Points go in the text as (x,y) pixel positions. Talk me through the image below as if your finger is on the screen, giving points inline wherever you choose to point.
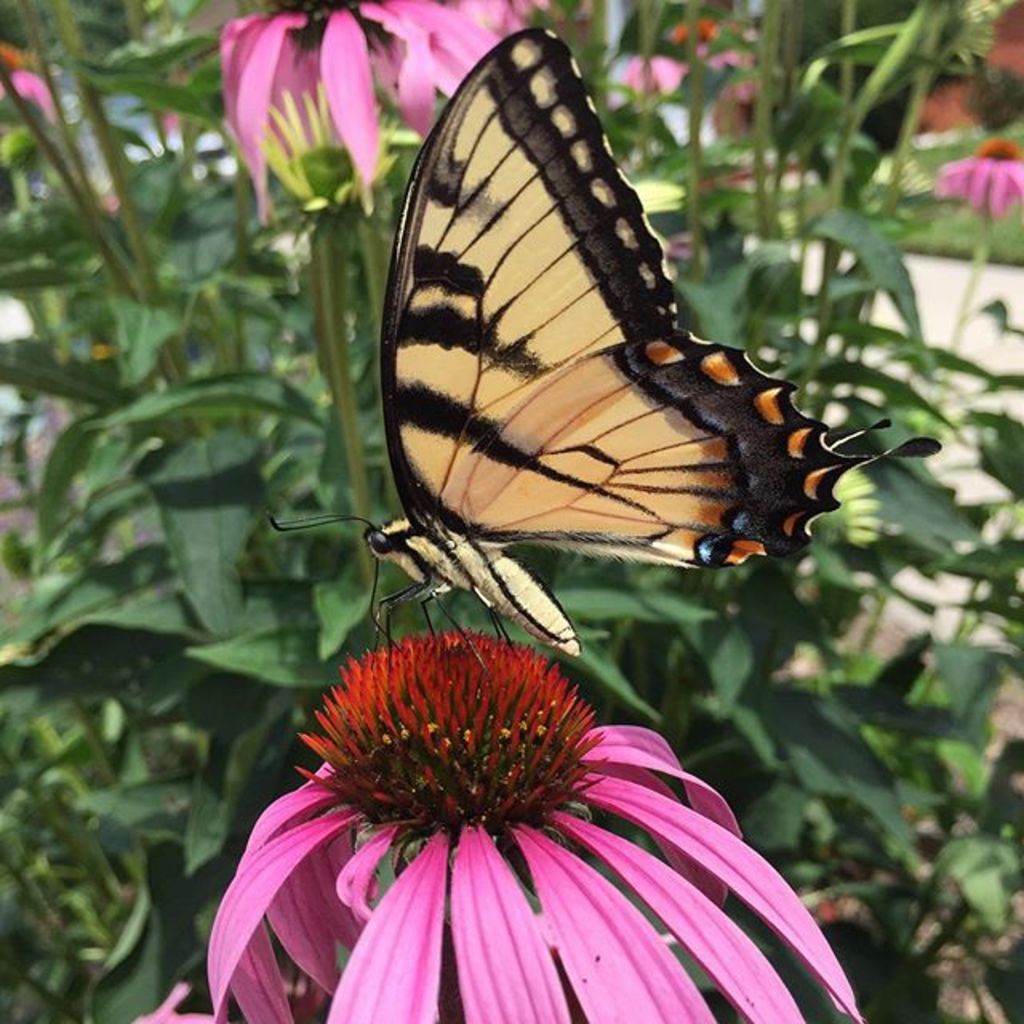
In this image there is a butterfly (442,575) on the flower (373,728), and in the background (304,693) there are plants (127,181) with pink and yellow color flowers (999,209).
